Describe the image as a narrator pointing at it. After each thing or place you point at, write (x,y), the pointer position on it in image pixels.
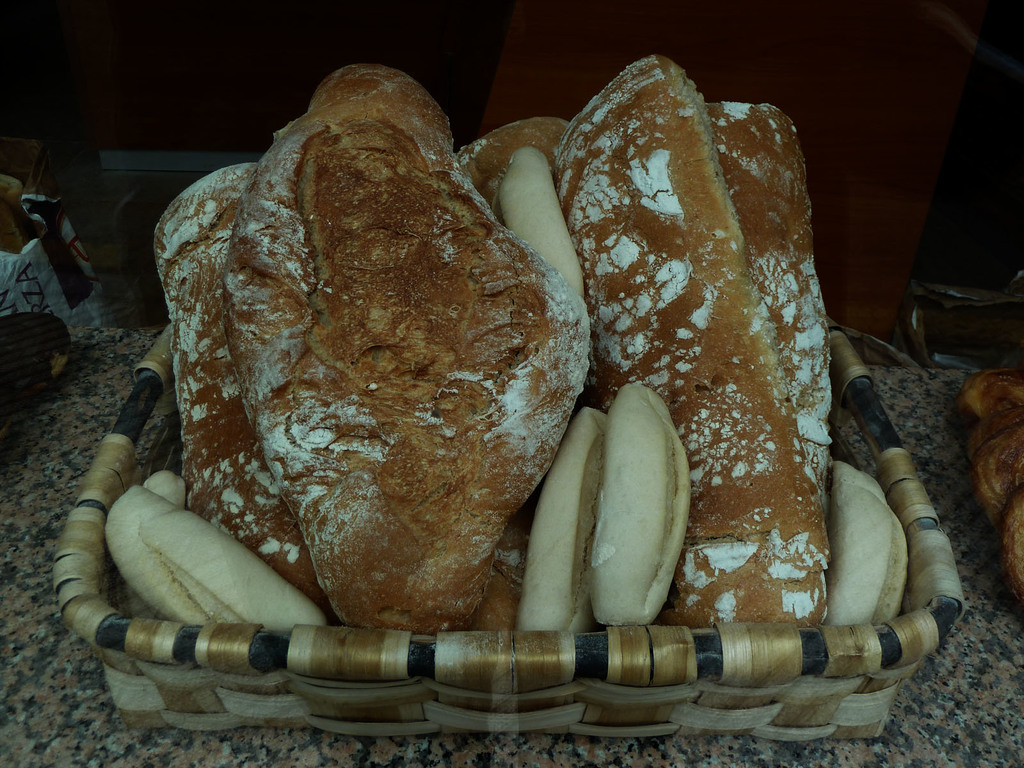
There are some food items (409,360) kept in a basket (661,627) as we can see in the middle of this image (543,432).
